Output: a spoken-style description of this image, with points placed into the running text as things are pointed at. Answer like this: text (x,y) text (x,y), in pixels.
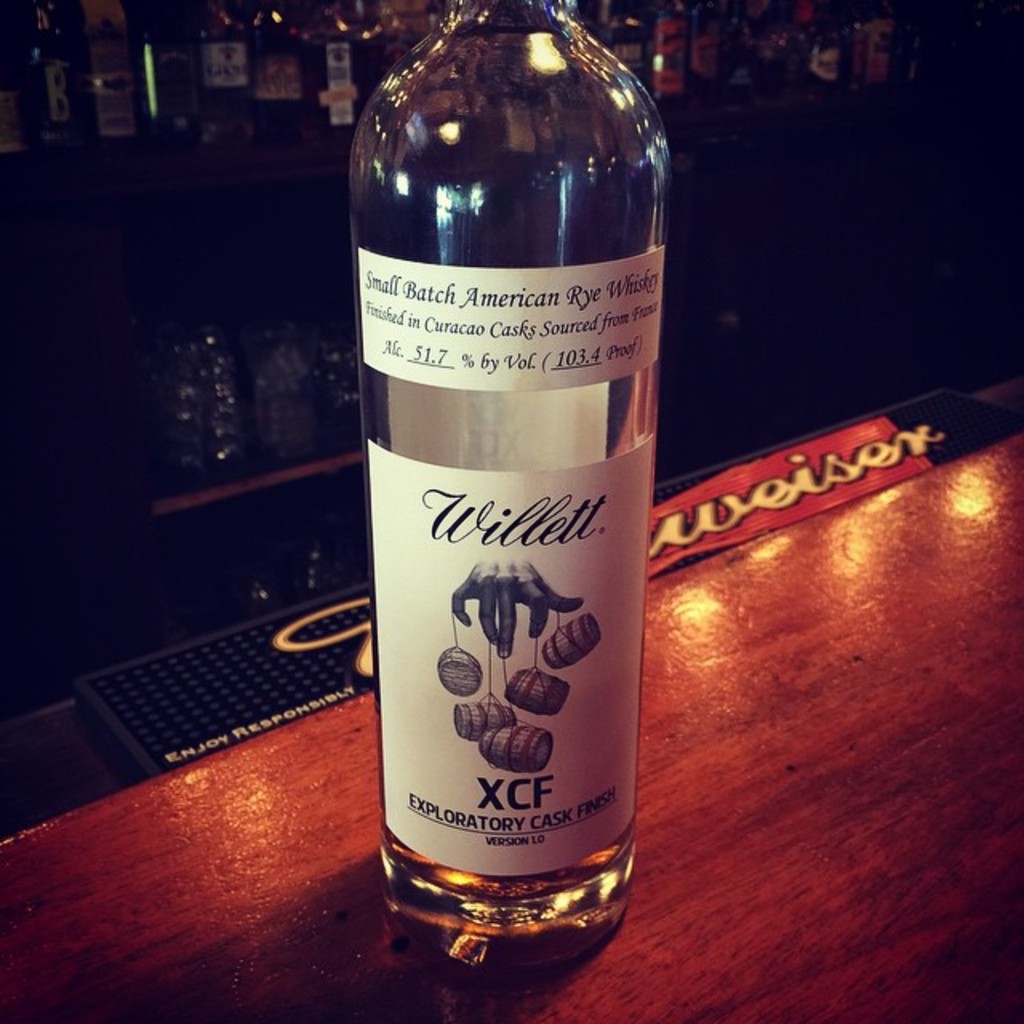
In this image i can see a bottle (522,650) on top of the table (855,628).
